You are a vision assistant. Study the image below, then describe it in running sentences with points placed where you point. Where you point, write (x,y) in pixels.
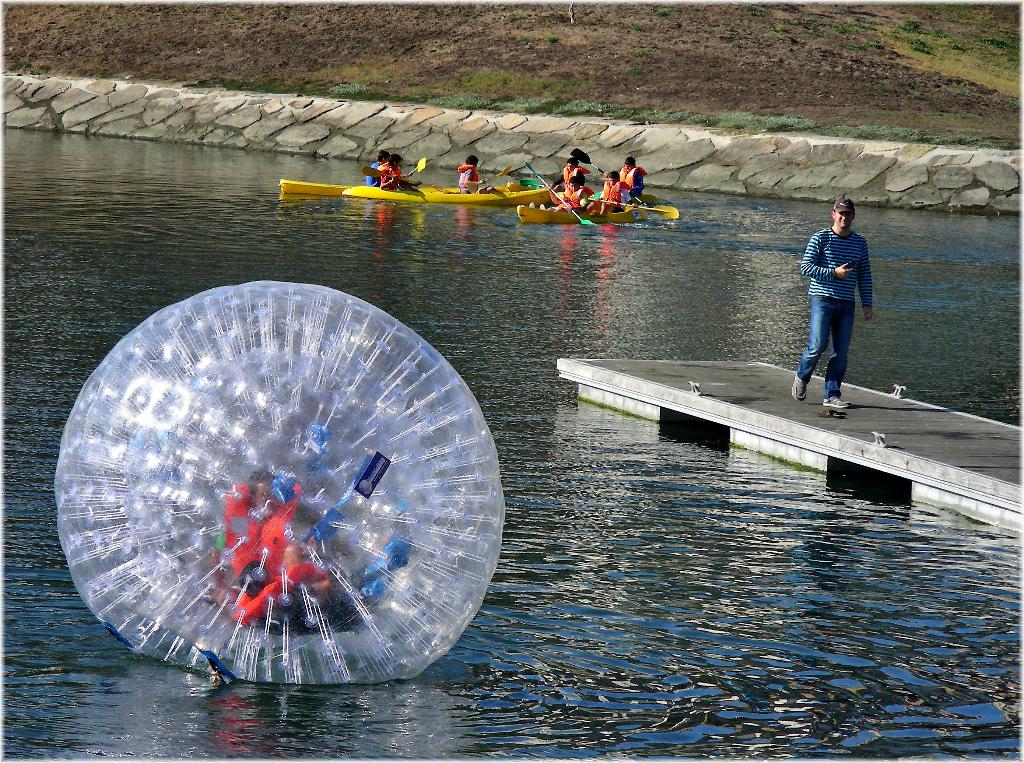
In the image we can see there is a water ball (343,489) and there is a person (847,259) standing on the bridge (957,457). Behind there are people (387,162) sitting on boat (410,193).
